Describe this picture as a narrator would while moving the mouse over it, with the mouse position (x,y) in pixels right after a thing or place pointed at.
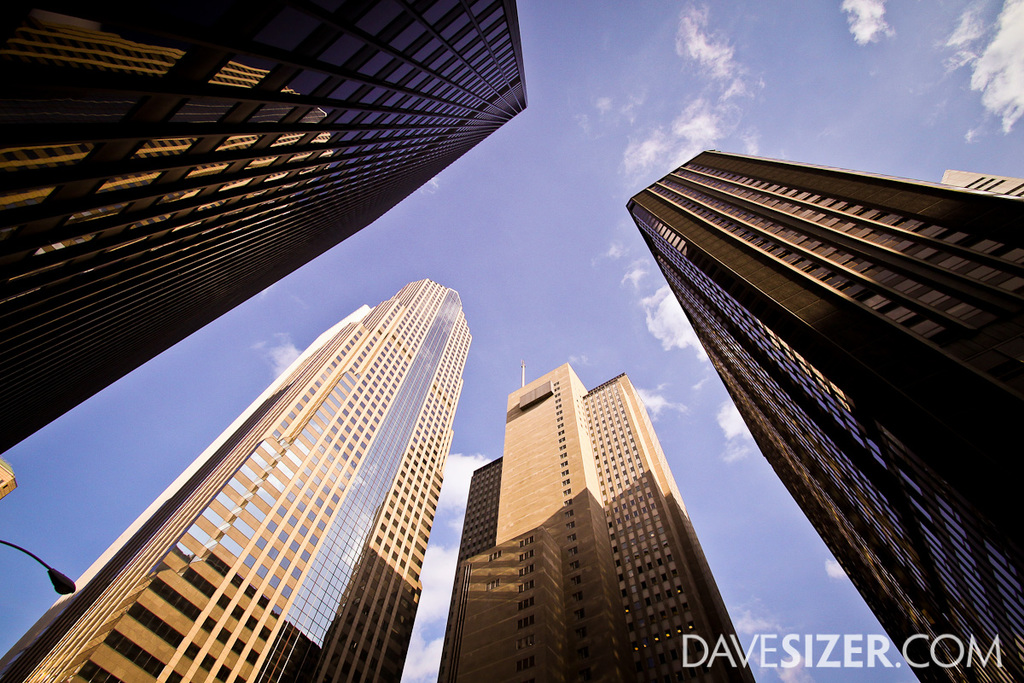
In this picture we can observe four tall buildings (422,348). On the left side (50,577) there is a light pole (46,568). In the background (52,561) there is a sky (425,265) with clouds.
